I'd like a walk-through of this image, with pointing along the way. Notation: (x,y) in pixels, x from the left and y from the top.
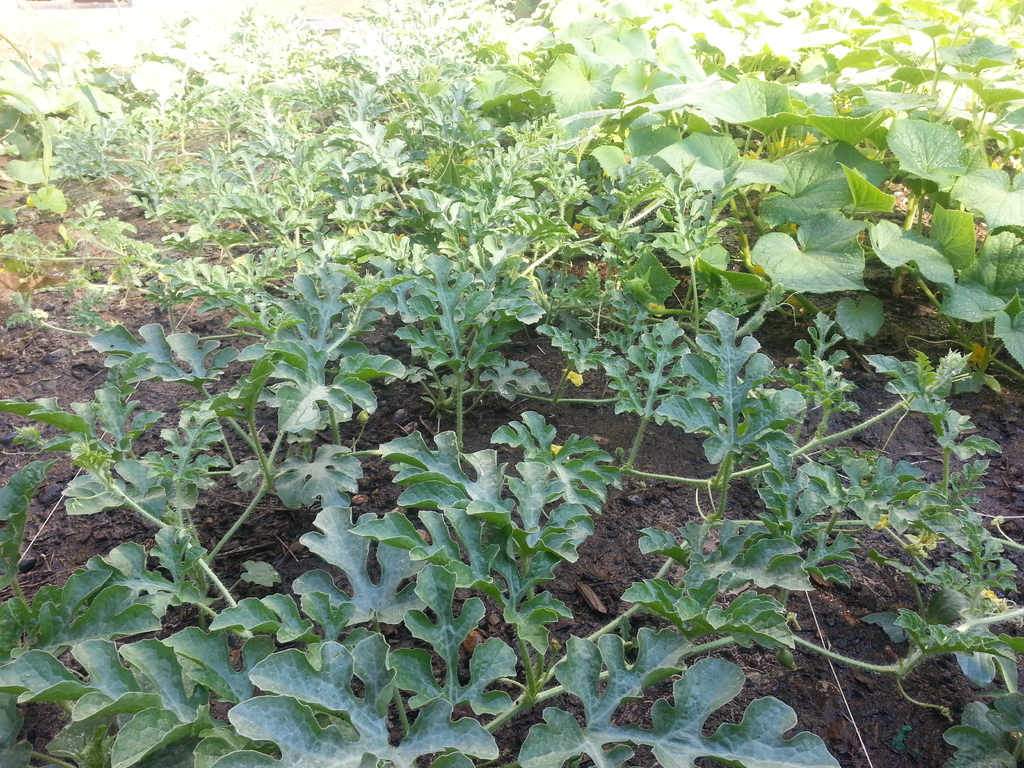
In this image, I can see the plants (769,254) with leaves (489,248), which are green in color. This is the mud (37,371).
